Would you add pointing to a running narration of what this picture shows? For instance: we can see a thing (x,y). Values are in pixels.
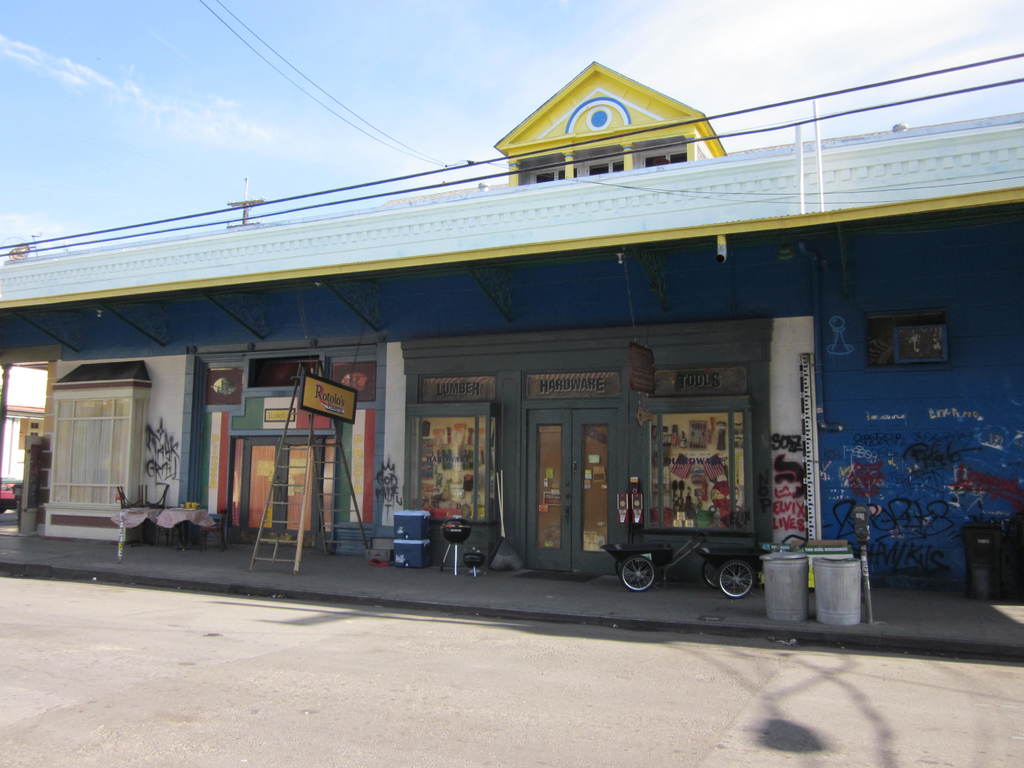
In this picture we can see a building (707,355), we can see a ladder (366,528), two trolleys (637,566), barrels (767,581), a pillar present here, there is the sky (407,27) at the top of the picture (413,34), we can see wires (310,98) here, in the middle (577,506) there is a door (549,504).
